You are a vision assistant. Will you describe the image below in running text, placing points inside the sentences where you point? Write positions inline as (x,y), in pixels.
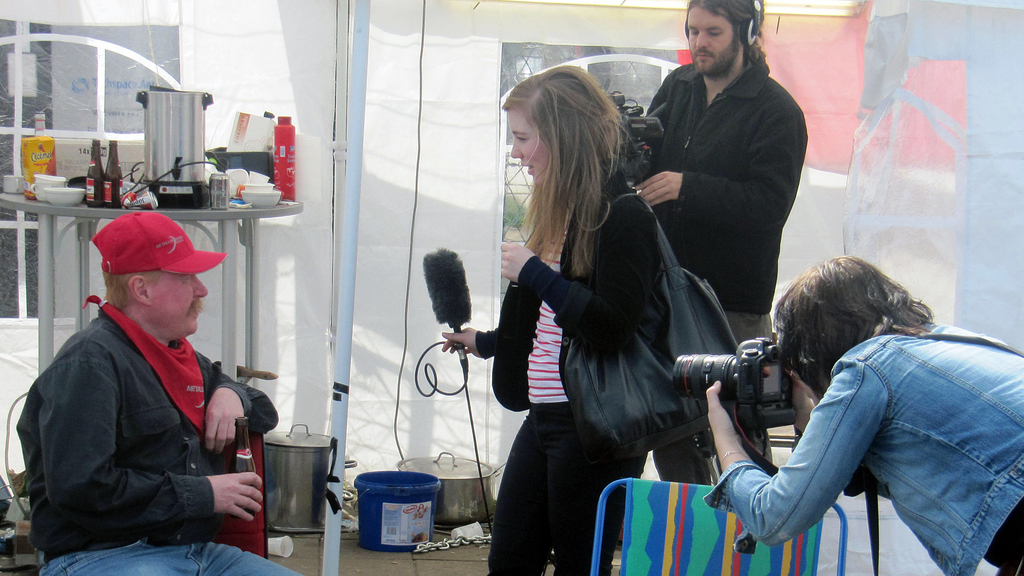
In the picture there is a man (178,459) sitting on a chair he is being interviewed by the woman (600,268) standing in front of him, behind her there is a man (706,145) who is shooting the video to the right side (799,355) there is another woman (831,406) she is taking photographs, behind the man (178,473) who is sitting there is a table (57,210) and on the table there are some kitchen utensils (163,144) on it, it looks like a tent (405,41) there are also big vessels (402,496) kept on the floor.
